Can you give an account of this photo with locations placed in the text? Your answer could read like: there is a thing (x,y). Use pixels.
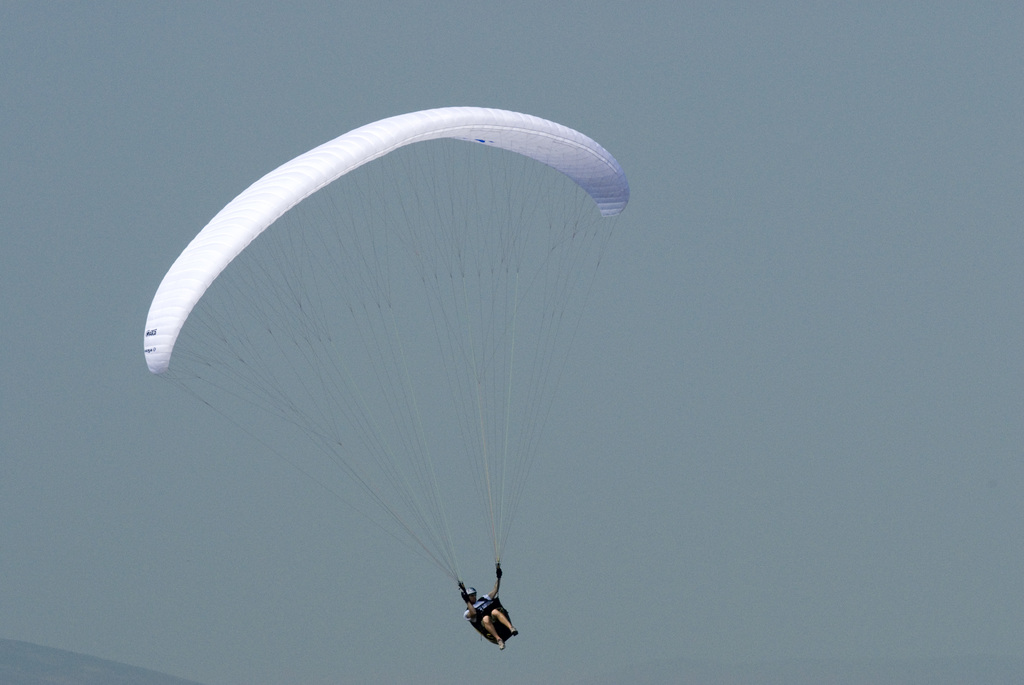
This picture is clicked outside the city. In the foreground (493,603) there is a person (493,608) flying a parachute (556,141). In the background (886,103) we can see the sky (822,296).
